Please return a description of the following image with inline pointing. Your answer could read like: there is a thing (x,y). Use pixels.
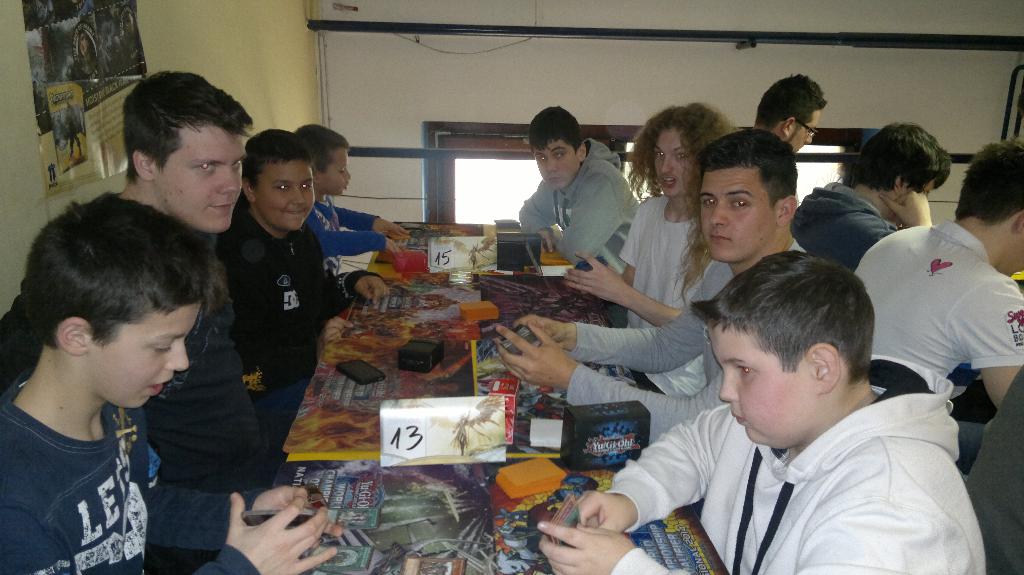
In this image there are four persons (233,386) sitting at left side of this image (289,317) and four persons (551,149) sitting in middle of this image (608,261) and three persons (910,241) at right side of this image (937,214) and there is a wall (474,92) in the background (250,83) and there is a sticker (75,176) attached on the wall (23,112) at top left side of this image (103,95). there is a table (288,480) in middle of this image (593,368) and there are some objects (423,354) kept on this table (486,280).
